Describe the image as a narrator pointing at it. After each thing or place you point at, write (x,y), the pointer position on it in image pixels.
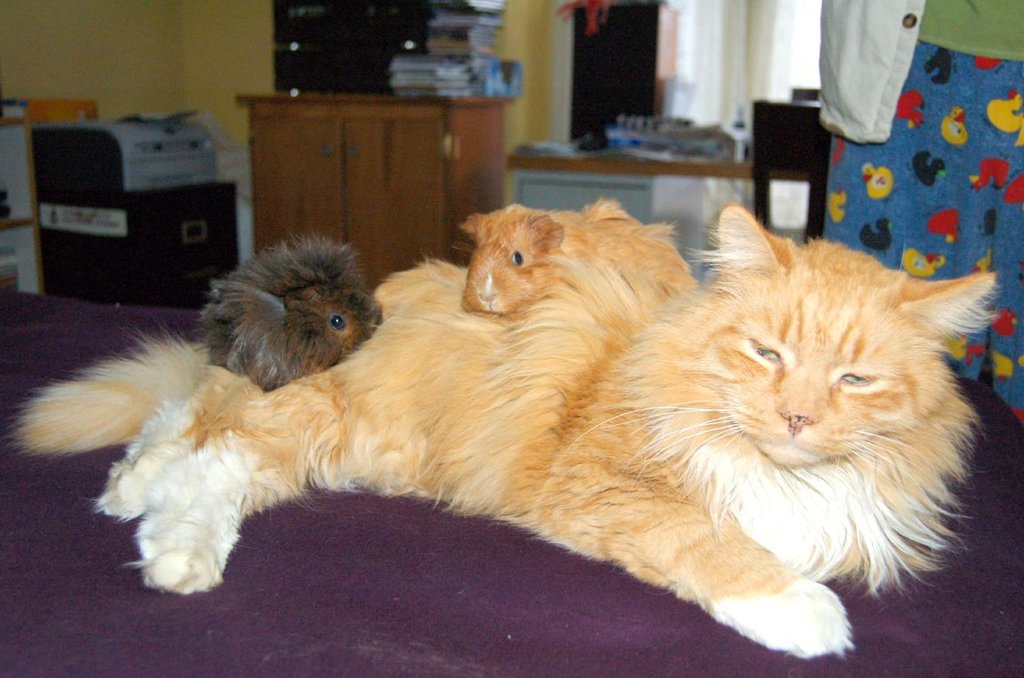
In this image we can see animals (473,385) lying on the cot (566,572). In the background (465,30) there are television set (351,61), books (450,49) on the cabinet (376,206), printer (180,164), persons (850,88) standing, curtains (713,31) and walls (235,72).
